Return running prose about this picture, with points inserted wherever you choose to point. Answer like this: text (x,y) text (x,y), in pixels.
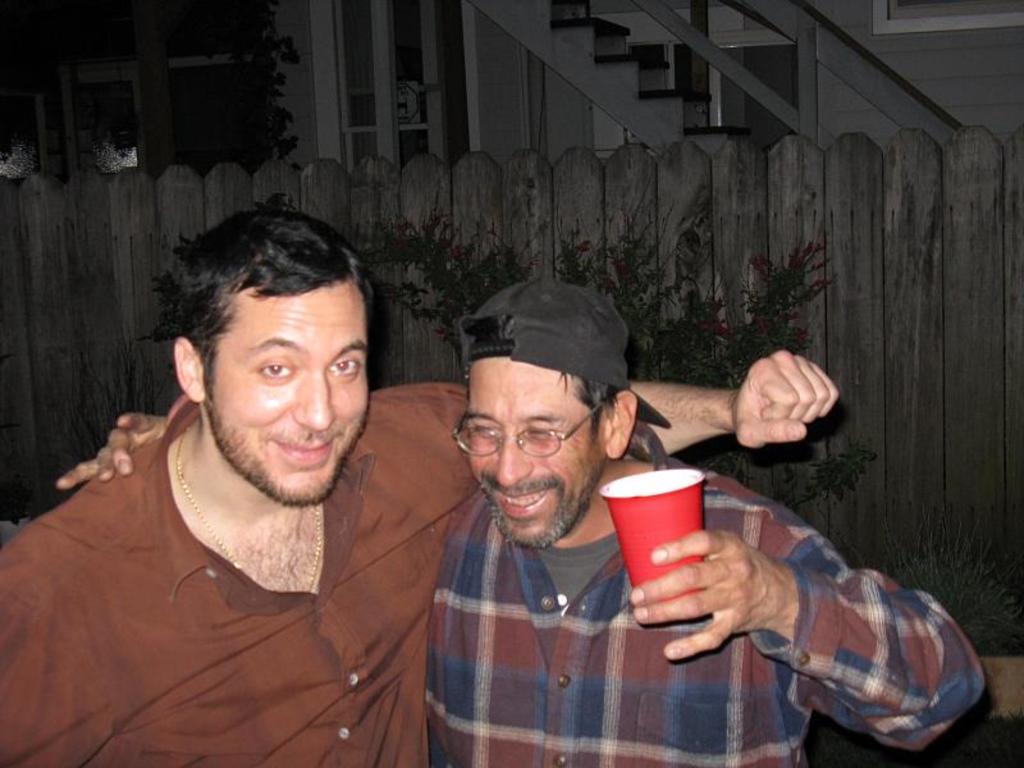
The picture seems to be clicked outside. On the right (762,574) we can see a man (536,522) wearing shirt (527,571), cap (577,325), smiling, holding a glass (662,535) and seems to be standing. On the left (249,469) we can see another man (265,504) wearing shirt (429,636), smiling and seems to be standing. In the background (761,289) we can see the plants (761,322), fence (922,202), staircase (540,55), handrail (741,72) and a house (774,75) and some other objects (122,111).
